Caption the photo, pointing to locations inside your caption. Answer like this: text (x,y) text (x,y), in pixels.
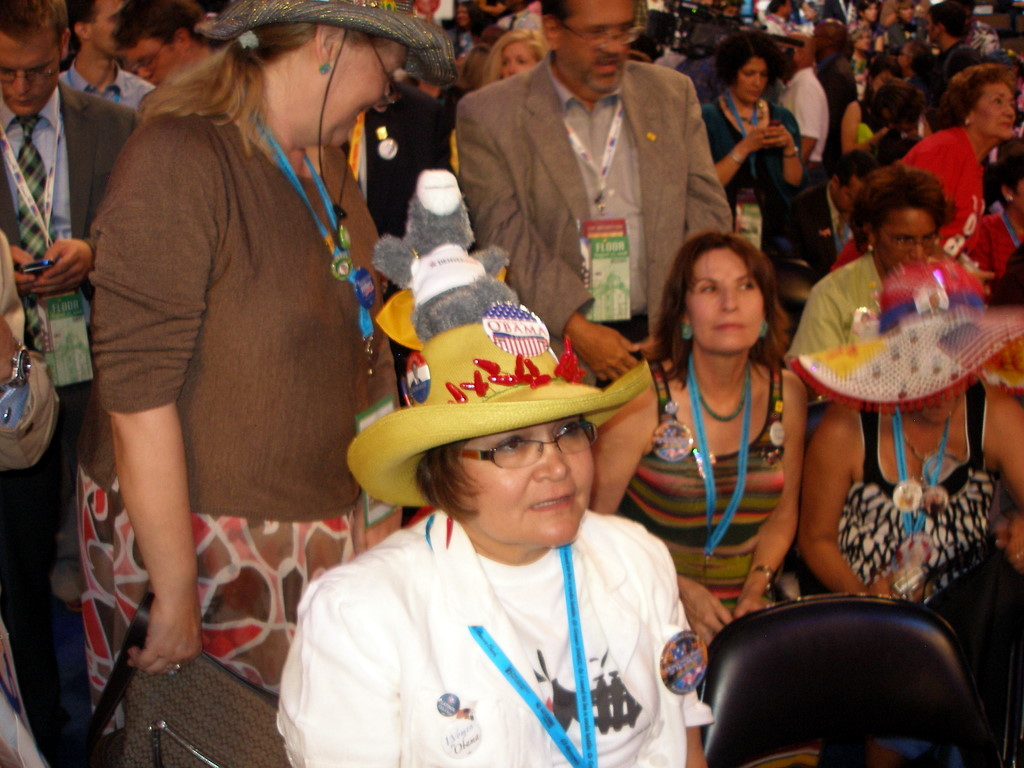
In this picture there are many people (410,90) standing. The woman (443,621) in the center (404,476) is wearing a tag (515,670), spectacles (510,448) and a cap (478,358). The woman (270,423) behind her is standing and holding a bag (218,693) in her hand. The women (914,421) to the right corner (918,421) are sitting and wearing tags (898,438). In the background (789,142) there are many people (649,106) standing and few of them are holding cameras (720,34).
